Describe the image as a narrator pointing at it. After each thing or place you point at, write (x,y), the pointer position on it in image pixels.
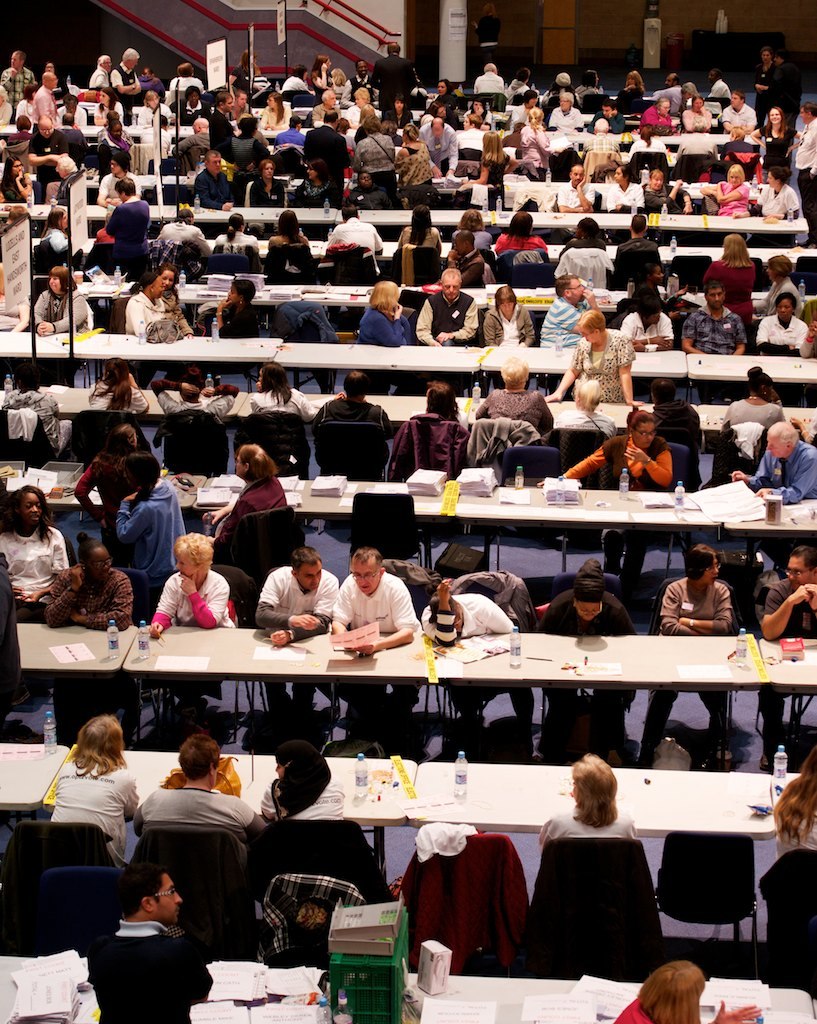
There are group of people (800,560) sitting and few people (214,138) standing. We can see boards (80,240) on poles (32,287) and we can see bottles (522,473), papers (647,500) and objects (363,979) on tables (612,497). In the background (308,57) we can see poster (463,39) on pillar (466,39), wall (504,18) and few objects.
